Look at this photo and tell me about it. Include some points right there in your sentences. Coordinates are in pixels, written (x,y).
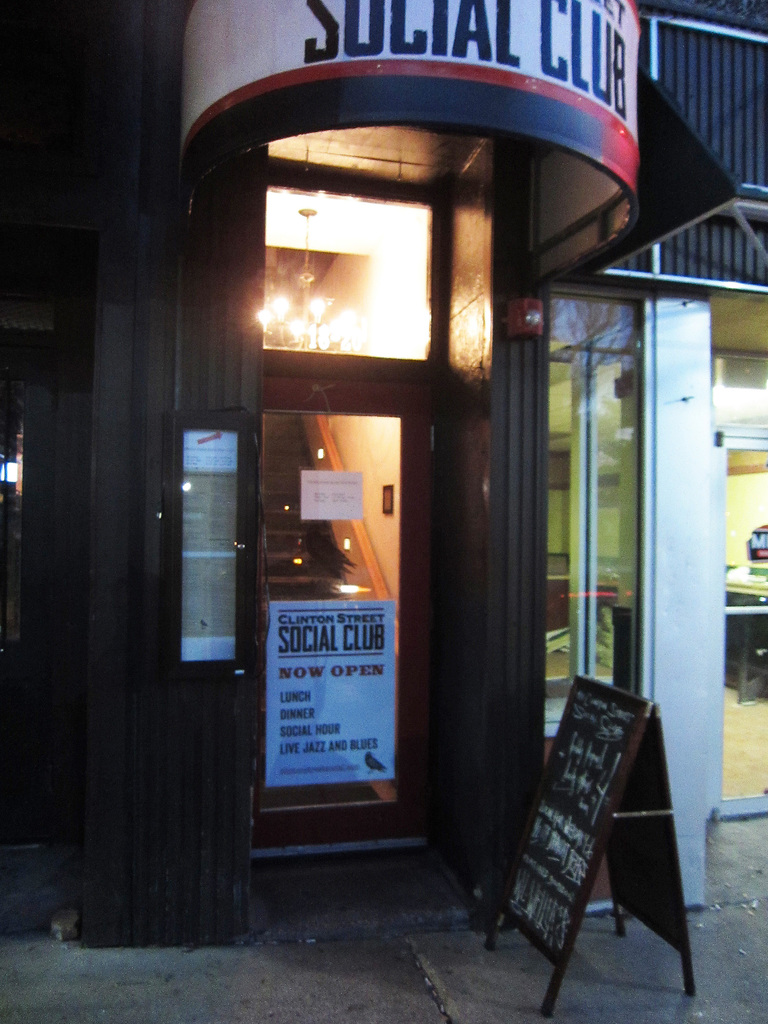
In this image there is a building (521,448), we can see the stairs (287,589) of a building (330,407) and a poster (344,673) with some text (341,711) is attached to the glass door (396,695), beside that there is a board (593,771) with some text (572,859) is on the road (459,961).
